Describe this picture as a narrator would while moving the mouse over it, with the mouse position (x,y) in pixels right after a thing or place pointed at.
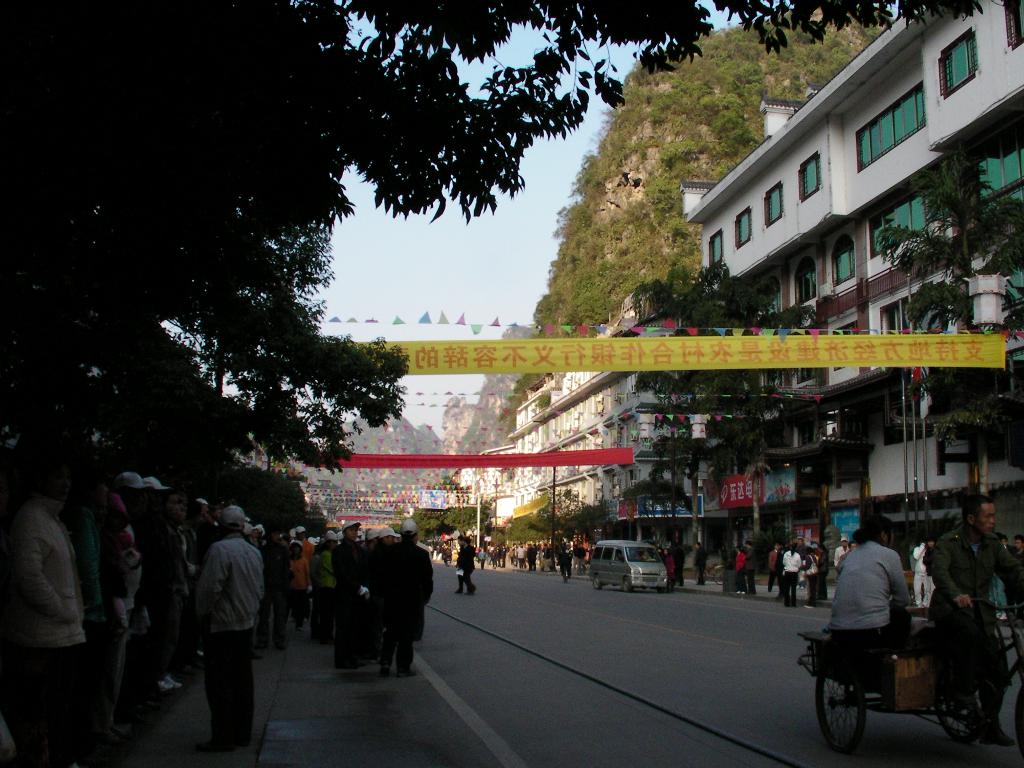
This image is clicked on the road (576,731). There are many people (289,548) standing on the road (606,731). There are vehicles (641,555) moving on the road (791,631). On the either sides of the road (791,668) there are trees (711,450). To the right (766,263) there are buildings (613,404). In the background (621,222) there are mountains (570,256). At the top (458,231) there is the sky (449,247).
